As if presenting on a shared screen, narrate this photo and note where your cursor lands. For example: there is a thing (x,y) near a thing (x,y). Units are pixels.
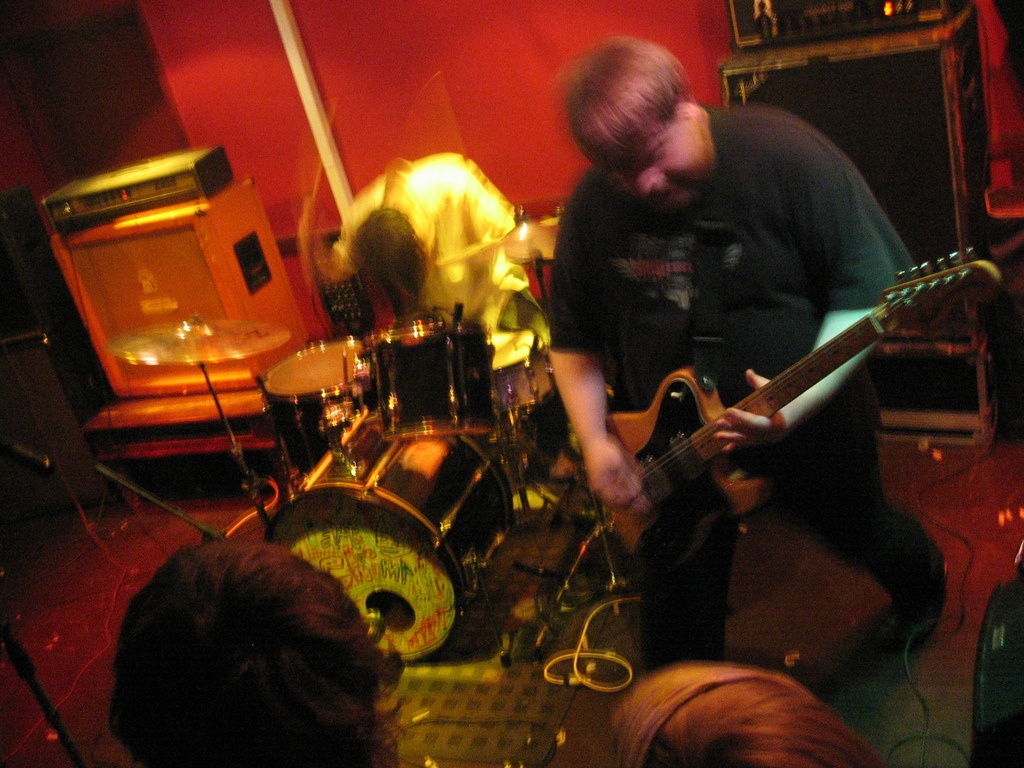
The picture consists of people (766,264) where at the right corner (810,229) one man (680,365) is standing and playing guitar (695,434) behind him one person (394,280) is playing drums (394,449) and behind him there are speakers (193,264) and boxes (974,76) and wires (593,606), in front of them two people (744,708) are standing.
